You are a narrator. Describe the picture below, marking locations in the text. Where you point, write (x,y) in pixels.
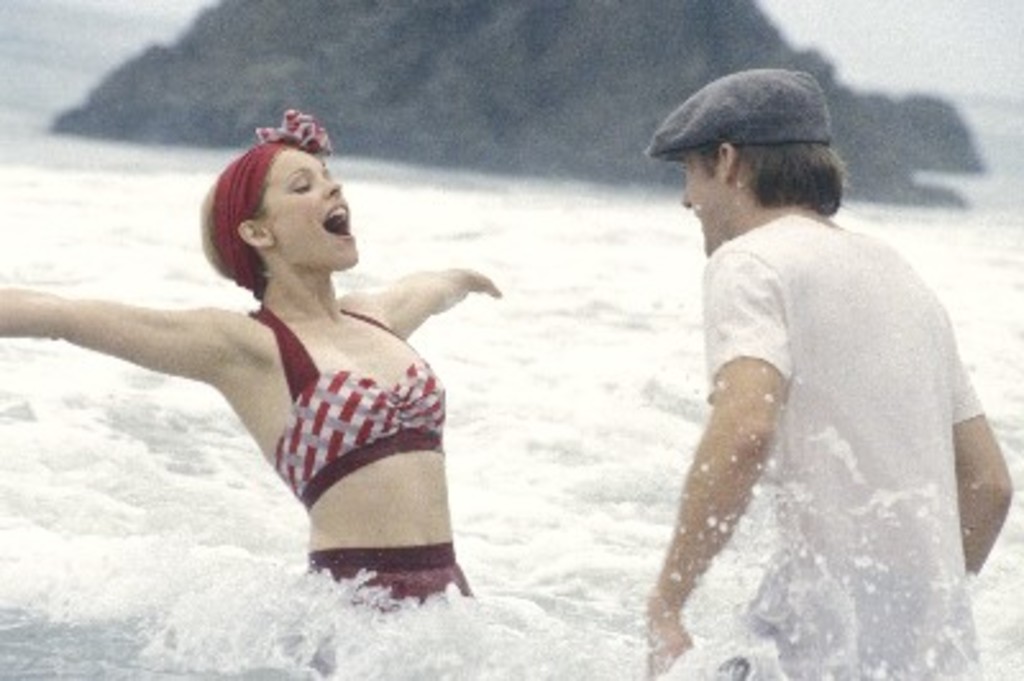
In this image I can see two persons (907,428) in the water (670,431) and the person (902,360) at right (904,490) is wearing white color shirt (882,523) and the person (308,296) at left (265,289) is wearing maroon color dress (407,440). Background (577,115) I can see the rock (628,101).
